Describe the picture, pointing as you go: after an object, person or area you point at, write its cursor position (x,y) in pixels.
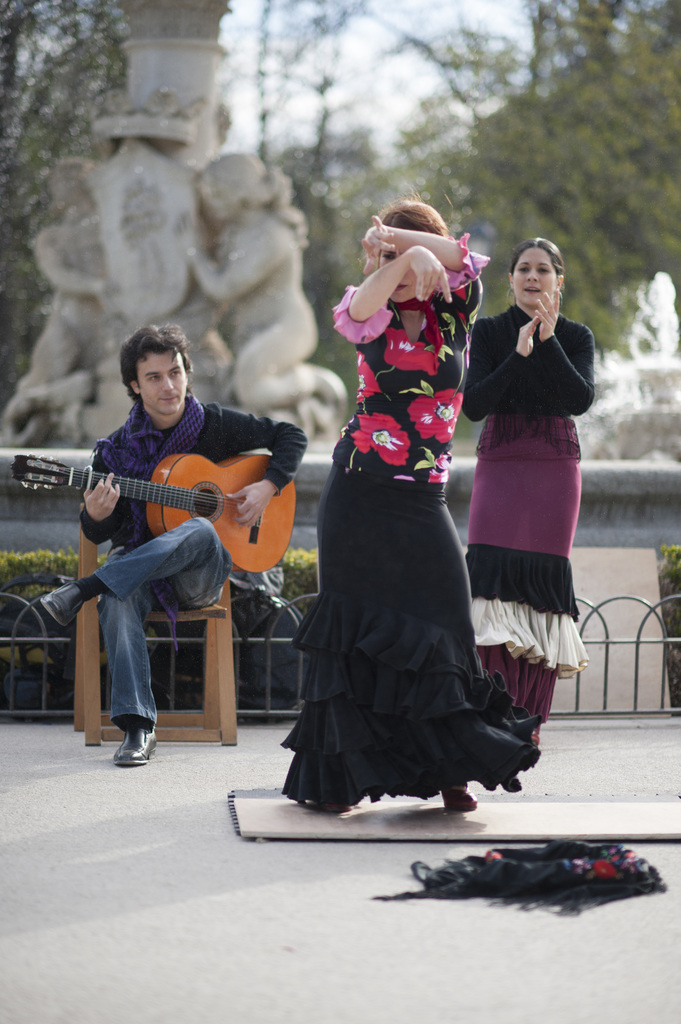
In this image I see a man (167,552) who is sitting on chair (74,724) and he is holding a guitar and I can also see there are two women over here and this one is dancing. In the background (322,430) I see the plants (6,564), sculptures (288,390), water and the trees (514,198).
